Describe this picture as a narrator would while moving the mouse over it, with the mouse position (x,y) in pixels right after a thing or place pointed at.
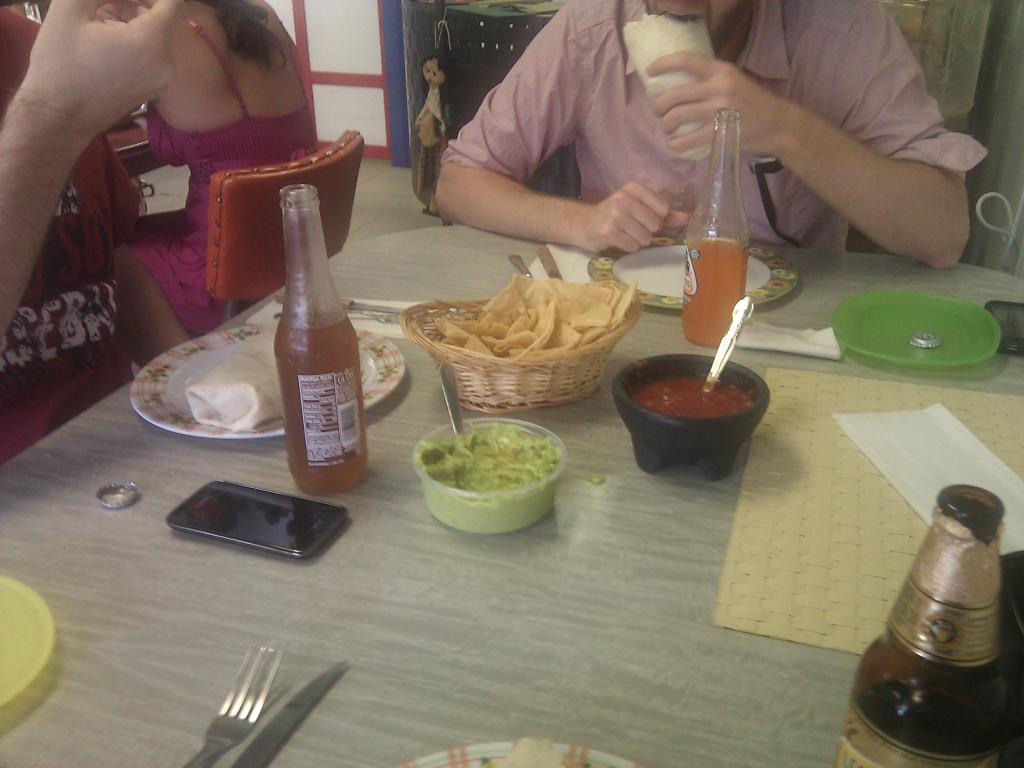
In the foreground (531,180) I can see three persons (205,158) are sitting on the chairs (299,174) in front of a table (802,259) on which I can see plates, bowls (532,504), basket (553,388), bottles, forks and so on. In the background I can see a wall (326,43). This image is taken in a room (369,109).
